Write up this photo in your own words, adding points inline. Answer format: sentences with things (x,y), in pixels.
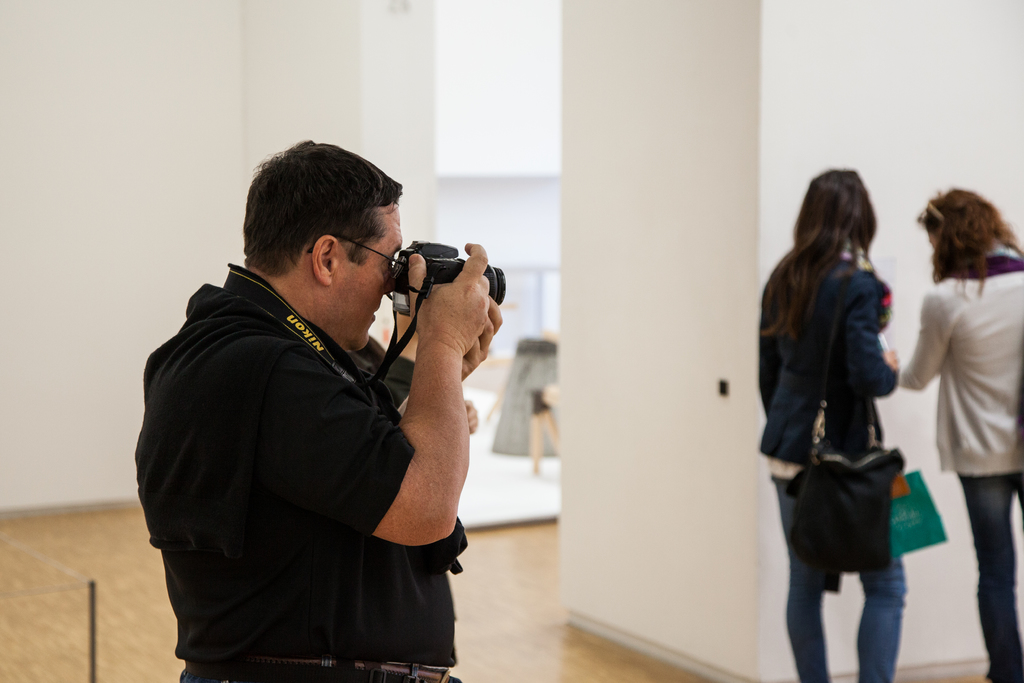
In the center of the image (367,322) a man (313,329) standing and holding camera (408,336). On the right side of the image (869,307) two ladies (867,402) are standing and carrying bags (822,351). In the background of the image (676,307) we can see wall (624,203) and some objects (554,347) are there. At the bottom of the image (534,626) we can see a floor (557,617).
